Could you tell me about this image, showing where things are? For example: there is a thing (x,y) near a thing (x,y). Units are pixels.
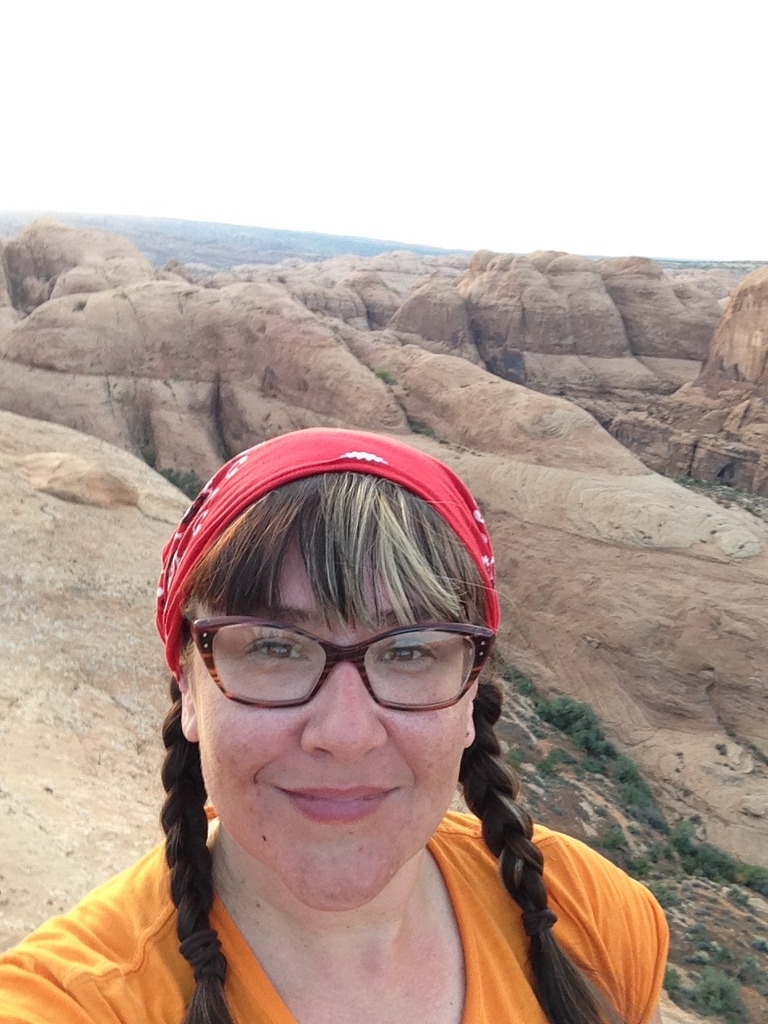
In this picture I can see a woman (64,968) with spectacles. I can see rocks (34,278), and in the background (520,129) there is the sky (573,129).
